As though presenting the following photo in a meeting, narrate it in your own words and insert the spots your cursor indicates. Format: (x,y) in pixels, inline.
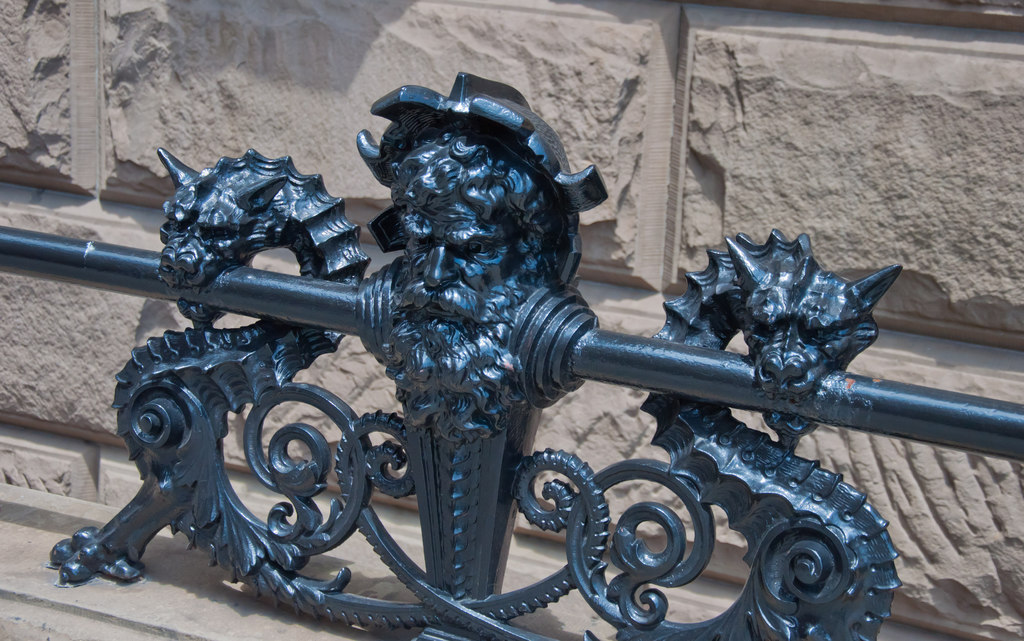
This image consists of a wall (509,13). In front of that there is something which is made of iron (571,539).
